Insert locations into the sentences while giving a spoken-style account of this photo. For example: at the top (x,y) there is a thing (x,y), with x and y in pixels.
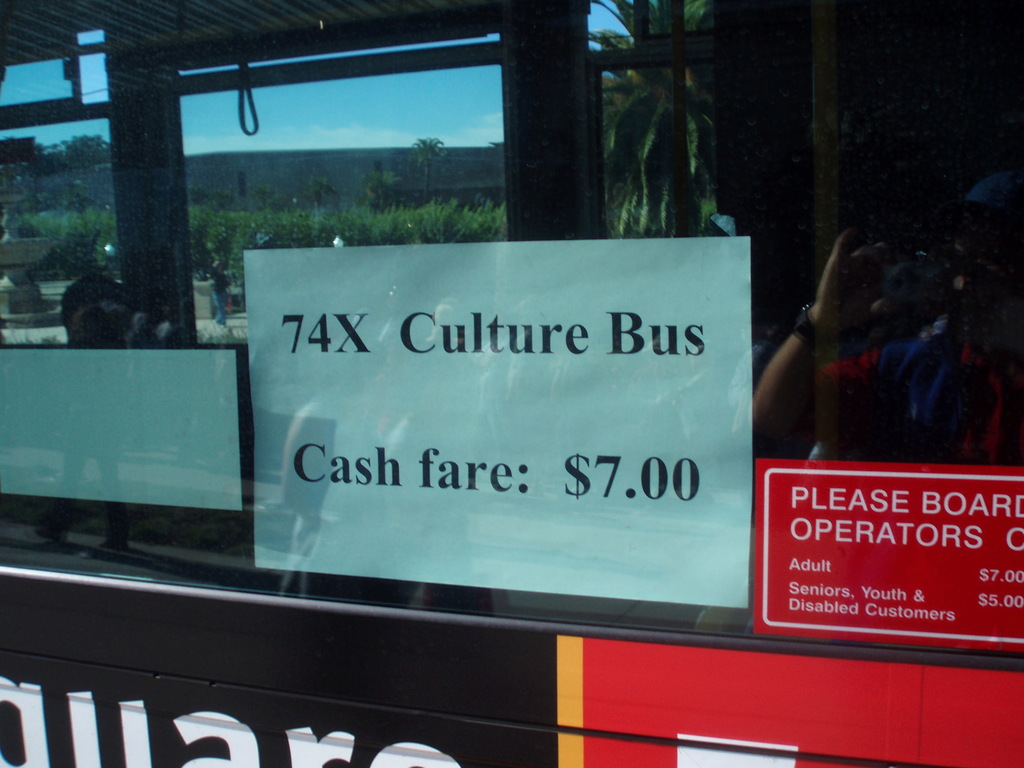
In this image I can see a glass wall (44,309), to the wall (408,166) I can see few papers (366,395) attached and the papers (717,433) are in white and red color. Background (348,117) I can see trees (396,213) in green color and sky (362,148) in blue color.
